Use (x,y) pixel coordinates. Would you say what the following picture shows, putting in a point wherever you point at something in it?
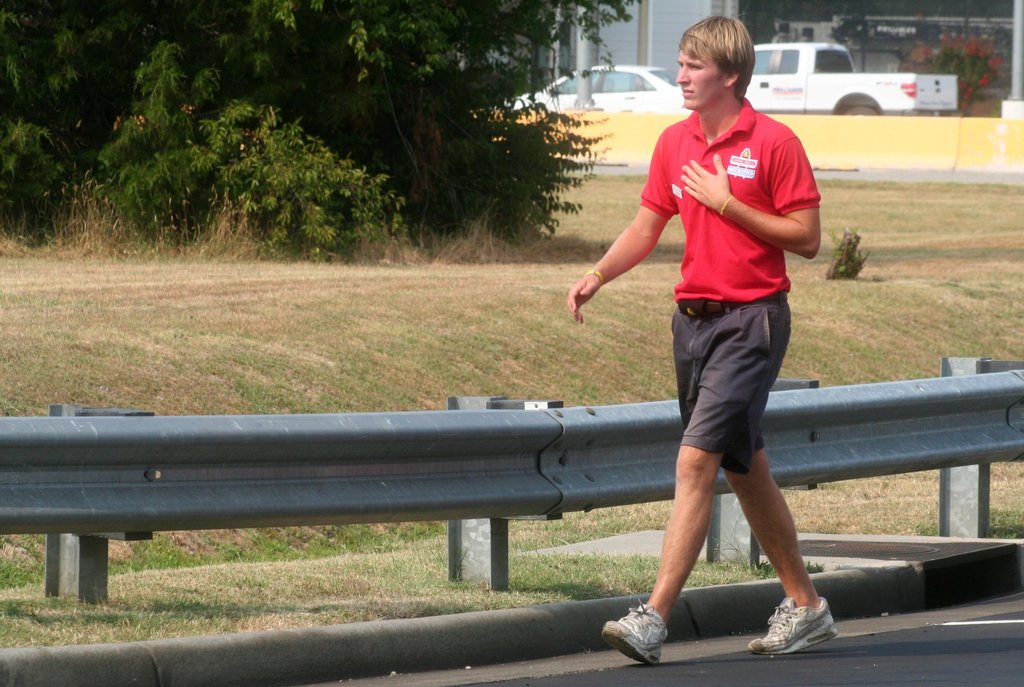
In this image we can see a person (682,457) walking. Behind the person (703,511) we can see a barrier (570,478), grass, a group of plants (529,219), poles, wall (614,127), vehicles (609,80) and a building (696,7). On the building (669,16) we can see a glass (812,37).
